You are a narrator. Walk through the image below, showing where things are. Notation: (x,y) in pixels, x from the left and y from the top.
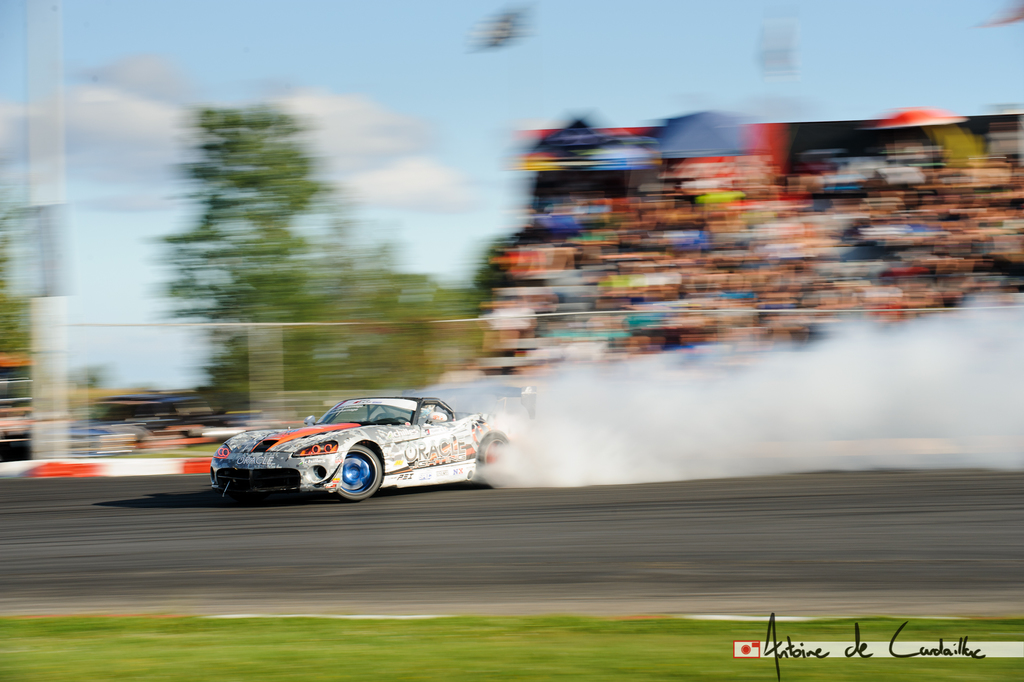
In this picture I can see there is a car (310,477) moving on the road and there is smoke (992,415) here and there are many people (733,233) sitting here and there are trees (317,334) and the sky (739,96) has clouds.
